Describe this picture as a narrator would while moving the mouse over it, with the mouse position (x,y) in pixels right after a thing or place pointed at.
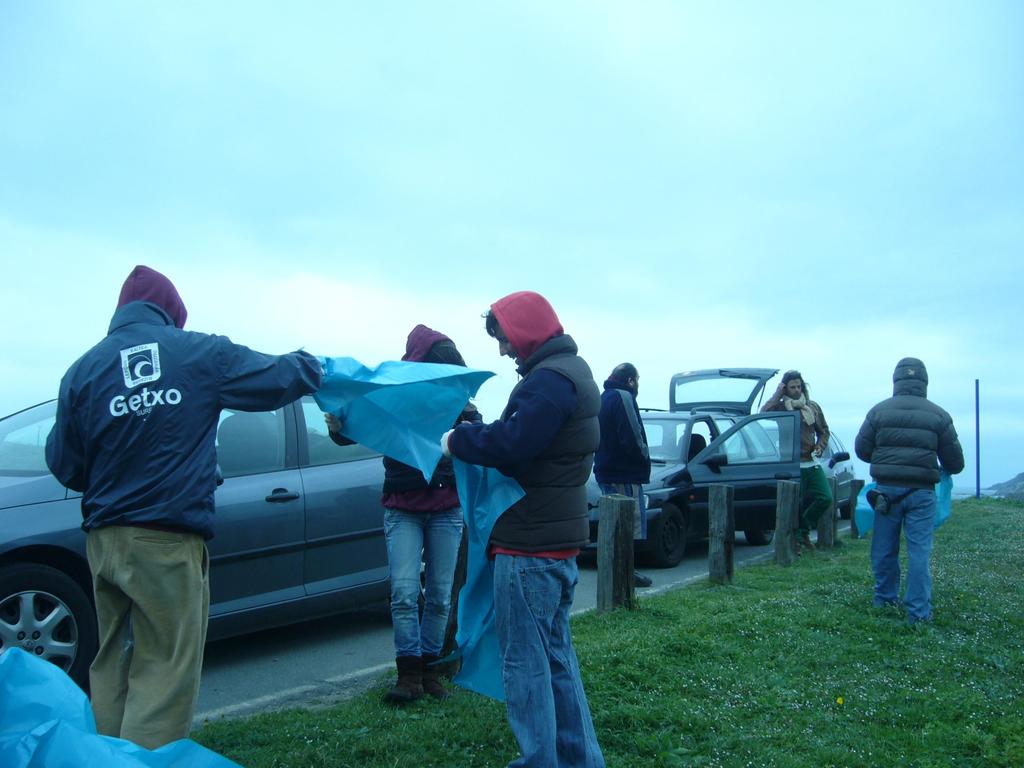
In the background (628,196) we can see the sky (615,150). In this picture we can see the cars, road (692,566), poles (616,561) and green grass (818,580). We can see the people (518,630) and few are holding blue cover sheets (60,712).
